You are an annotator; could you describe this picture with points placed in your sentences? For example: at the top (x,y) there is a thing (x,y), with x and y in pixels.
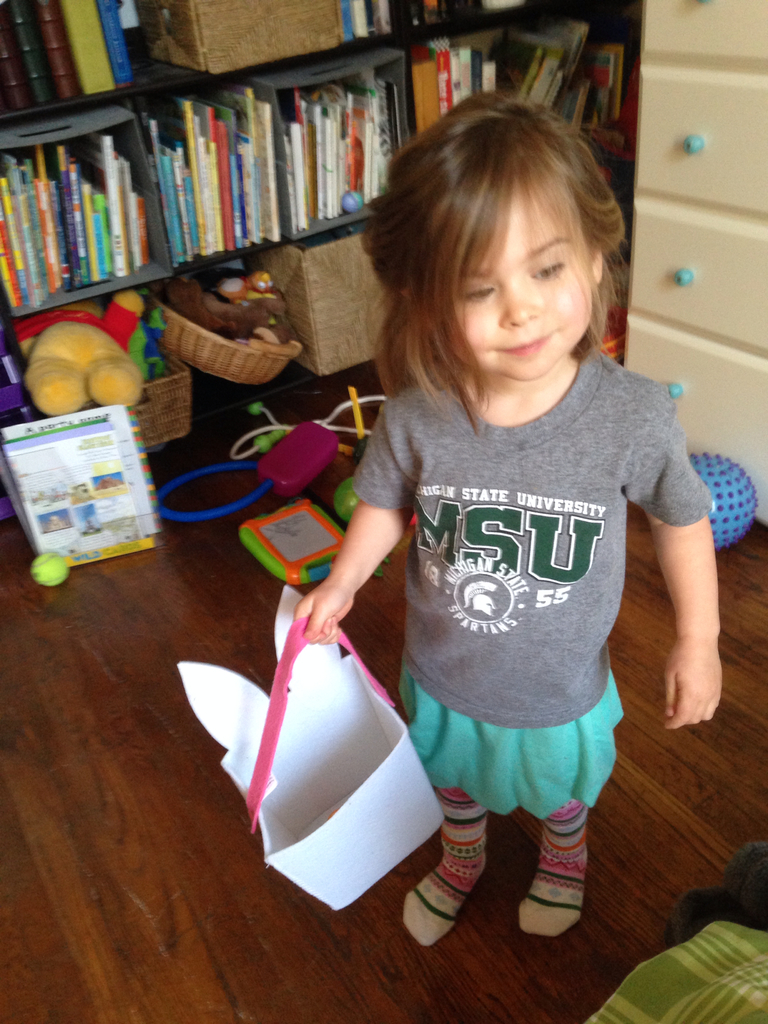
In this image we can see a kid (421,283) and an object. In the background of the image (324,271) there are books (227,192), toys (49,372), shelves (303,61) and other objects (731,397). At the bottom of the image (340,924) there is the floor (426,959). On the right side of the image (734,1014) there is an object (727,891).
